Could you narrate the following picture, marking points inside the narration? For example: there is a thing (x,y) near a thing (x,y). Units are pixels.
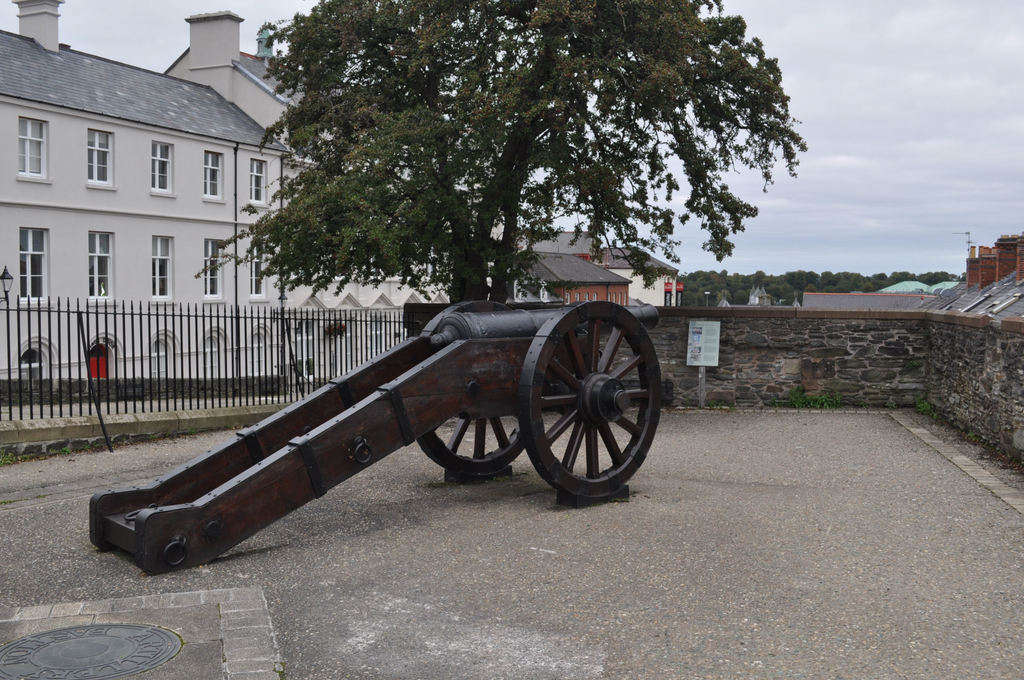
In this image there is a cannon (523,406) on the ground (404,523). Behind it there is a railing (353,334) to the wall (791,343). Behind the wall (819,360) there is a tree (593,118). In the background (231,176) there are buildings (887,289) and trees (829,278). At the top (871,87) there is the sky (863,103).
